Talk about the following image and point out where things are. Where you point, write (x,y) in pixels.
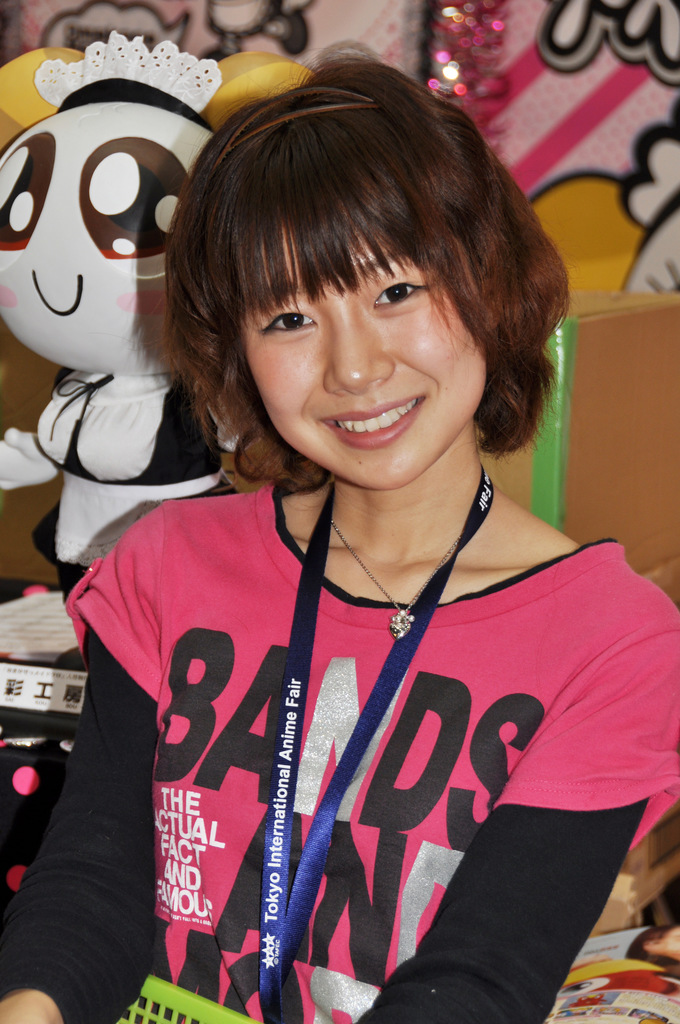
In this picture I can see a girl (350,495) in the middle (391,617), she is smiling, on the left side (131,47) there is a doll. In the background (172,8) there are paintings (556,207) on the wall (547,204).
